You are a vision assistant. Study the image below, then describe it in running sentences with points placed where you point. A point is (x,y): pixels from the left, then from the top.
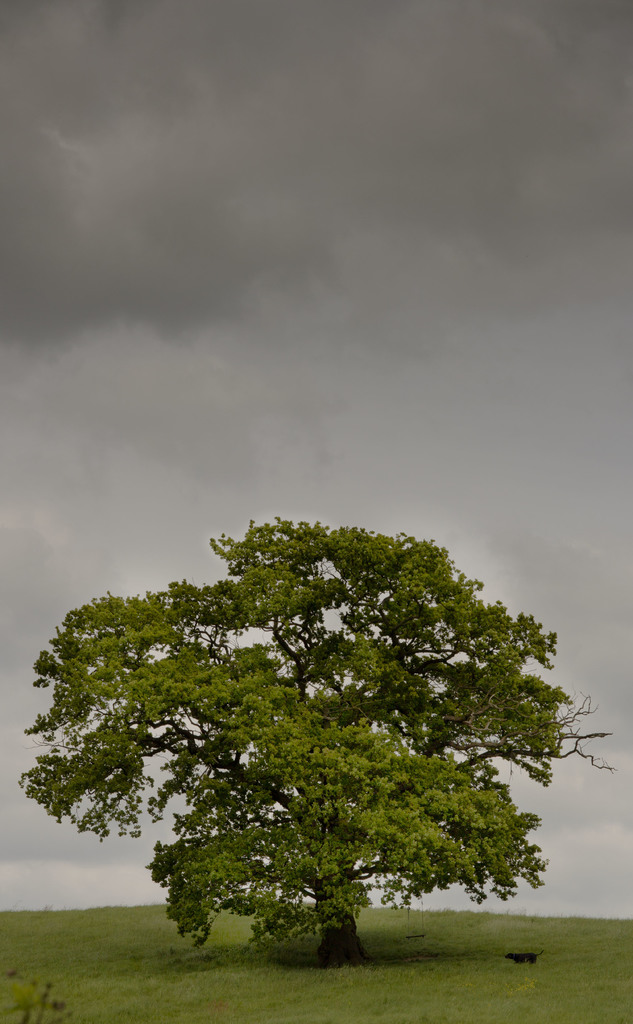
In the image there is a tree (353,756) in the middle of the grassland (227,973) and above its sky (234,364) with clouds (234,364).
